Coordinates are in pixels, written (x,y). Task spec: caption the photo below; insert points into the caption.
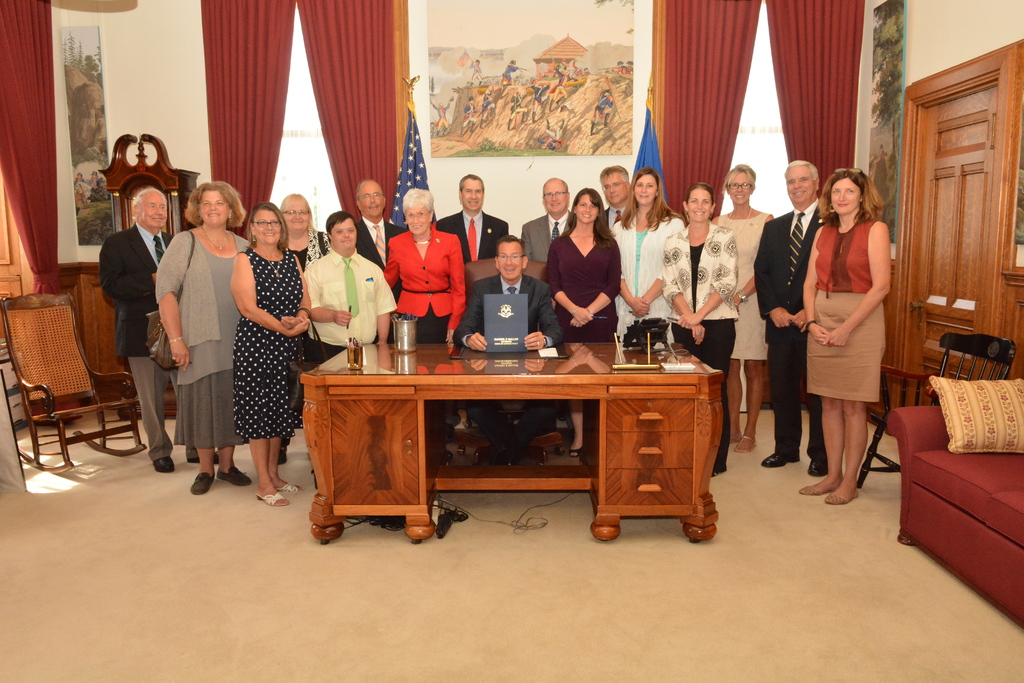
In this picture we can see a group of people (620,190) standing and in middle (502,264) man (492,293) sitting on chair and holding book (507,317) in his hand (477,341) and on table (569,348) we can see pen stand (405,319), bottle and in background (951,356) we can see a curtains (346,55), frames (556,136), flags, pillow (958,394), chair (920,384).
